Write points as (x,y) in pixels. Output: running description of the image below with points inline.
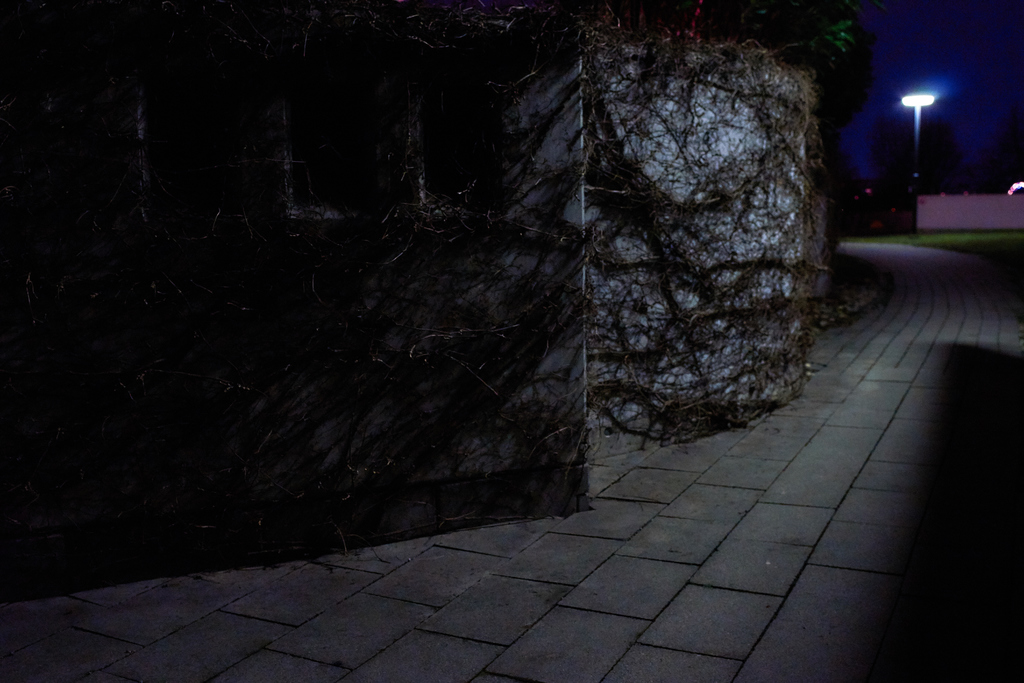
In this picture I can see roots (475,321) on the wall (508,316). I can see walk way (784,471). I can see green grass (983,239). I can see a street light (920,107) at the top right hand corner (914,226).
